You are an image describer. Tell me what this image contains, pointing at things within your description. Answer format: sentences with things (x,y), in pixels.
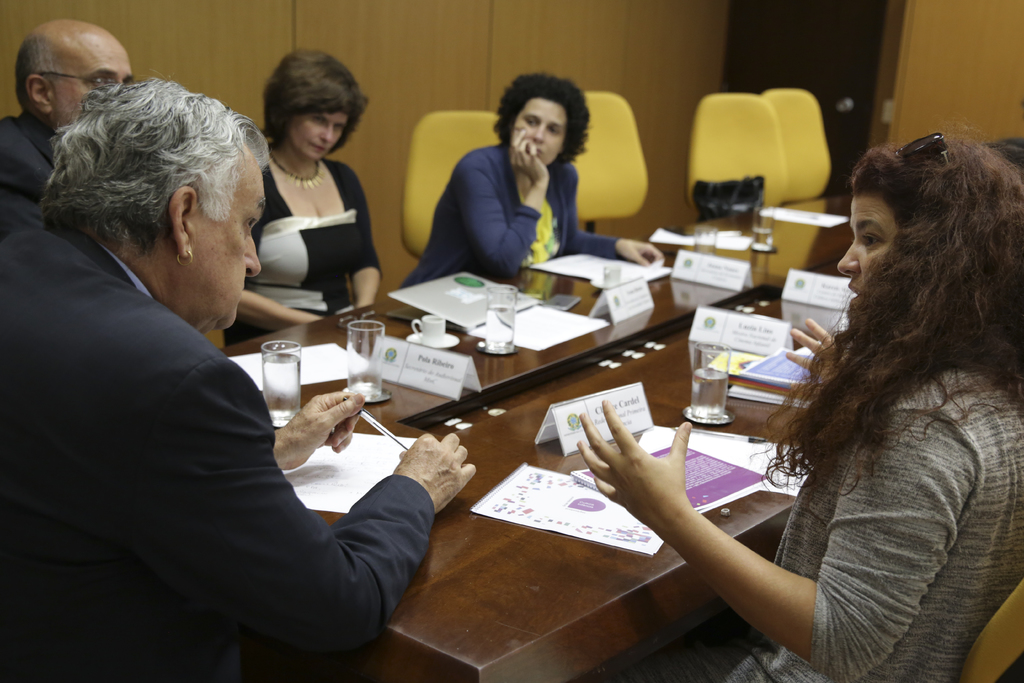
In the foreground of this image (804,596), there are people (353,581) sitting around the table (545,637) on which there are cups (443,319), glasses (501,323), mobile phones (549,307), name boards (414,379) and papers (604,257). At the top (620,27), there is a wooden wall (604,25), door (812,46) and few chairs (761,114).
